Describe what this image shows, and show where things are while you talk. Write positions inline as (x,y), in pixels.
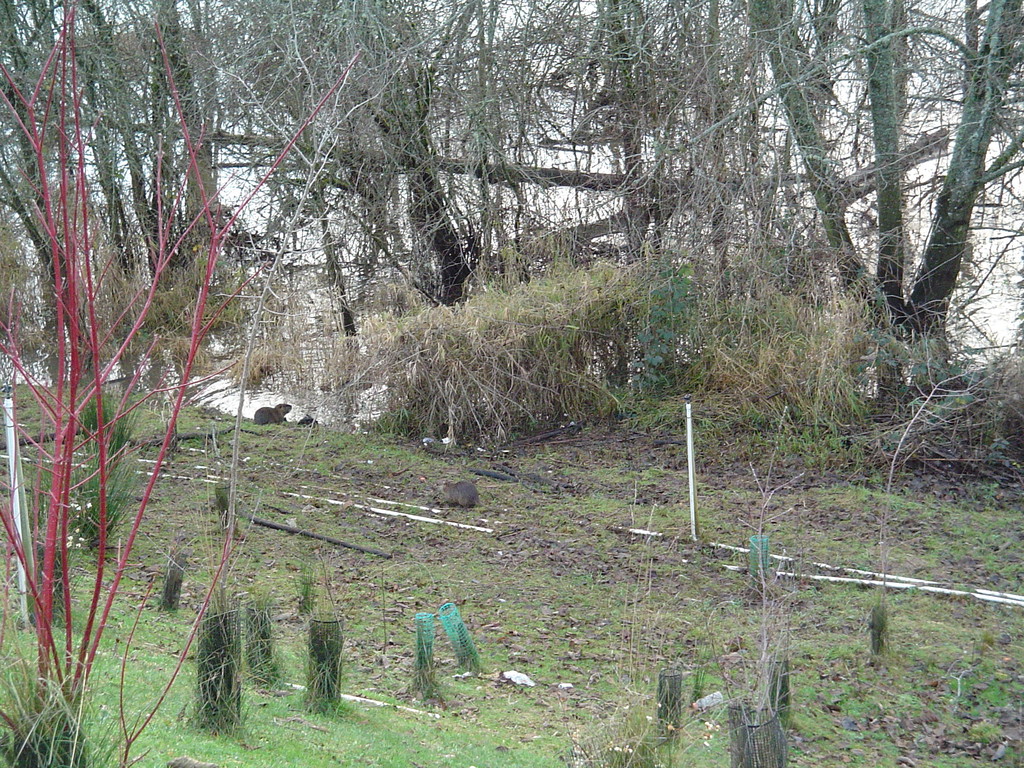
In this picture we can see few plants (214,635), trees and water (286,390).
